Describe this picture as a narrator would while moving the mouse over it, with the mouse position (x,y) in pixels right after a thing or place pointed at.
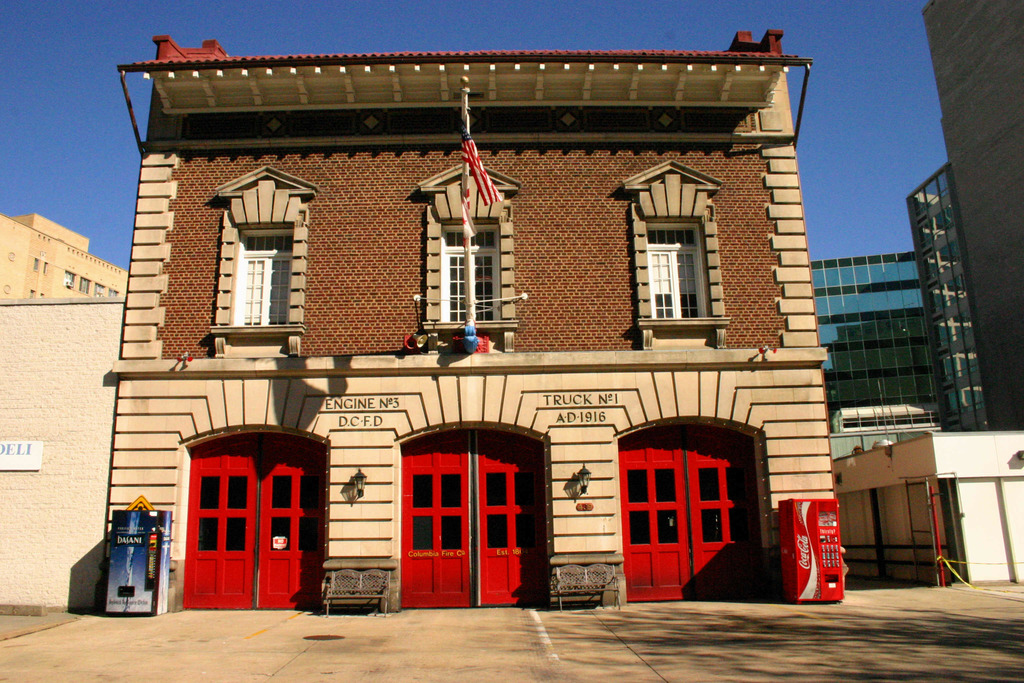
In this image we can see a building (218,417) with windows (307,498), doors (451,565) and a flag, there is some text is written on it, in front of it there are vending machines (118,589) and benches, on its side there are buildings (856,374) and in the background (73,228) we can see the sky (69,5).
